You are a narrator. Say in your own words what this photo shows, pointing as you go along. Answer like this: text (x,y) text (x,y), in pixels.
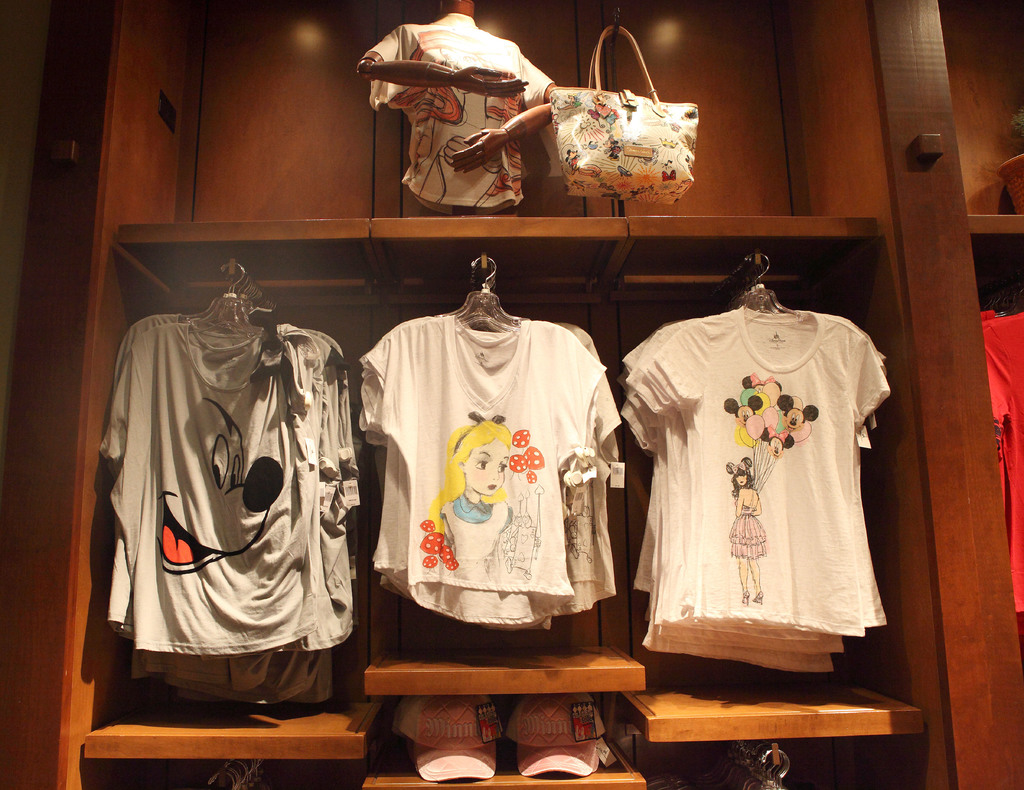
This is a picture taken in a room (271,275), there are the clothes (462,400) hanging to the shelf (285,270). The clothes (489,466) are in the wooden shelf (774,183).
